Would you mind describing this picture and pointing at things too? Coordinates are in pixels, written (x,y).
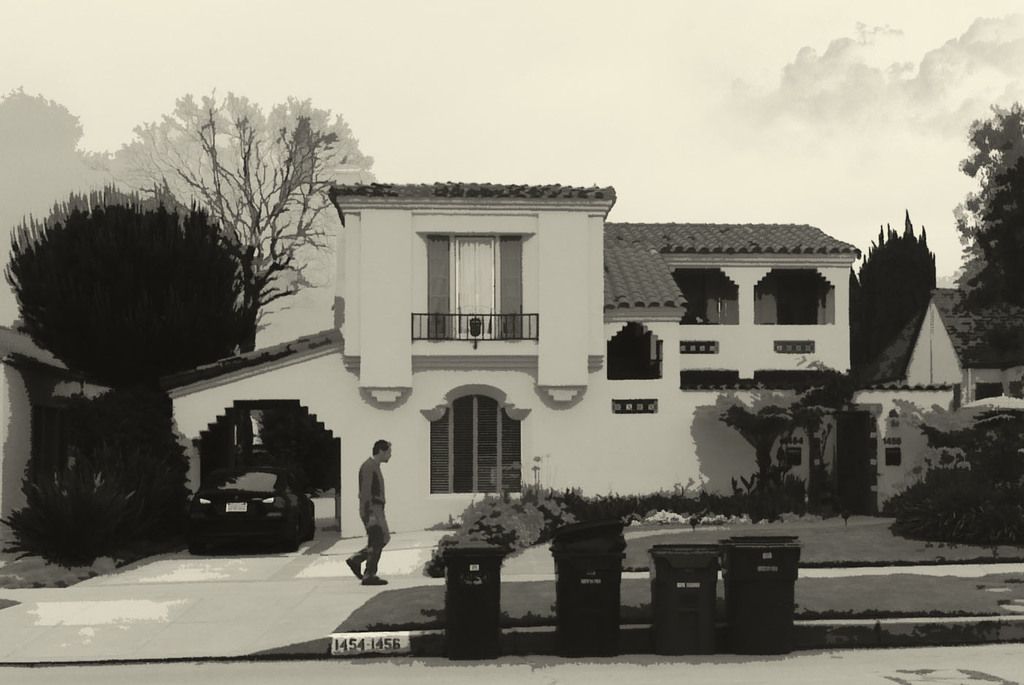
It is an editing picture. In the center of the image (460,289) we can see the sky (766,54), clouds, trees (861,361), pillars (580,330), dustbins (656,596), one building (702,294), wall (723,402), roof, door (481,254), window (486,284), one vehicle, one person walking and a few other objects (515,510).
